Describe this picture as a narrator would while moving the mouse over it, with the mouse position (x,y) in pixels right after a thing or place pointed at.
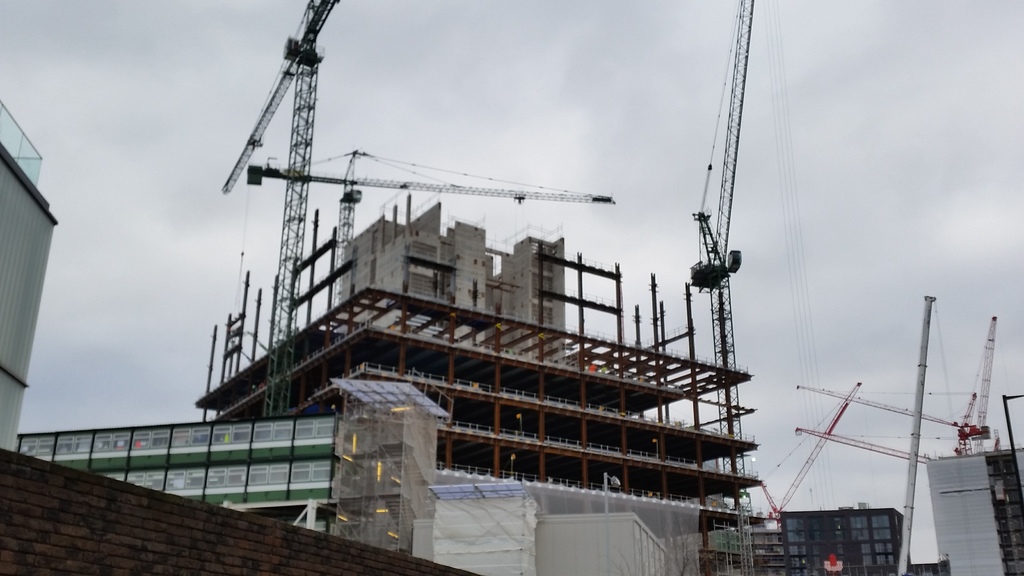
In this picture there is a semi constructed building (276,303) and towers (460,193) in the center of the image (426,292) and there are other buildings (96,460) in the image.
